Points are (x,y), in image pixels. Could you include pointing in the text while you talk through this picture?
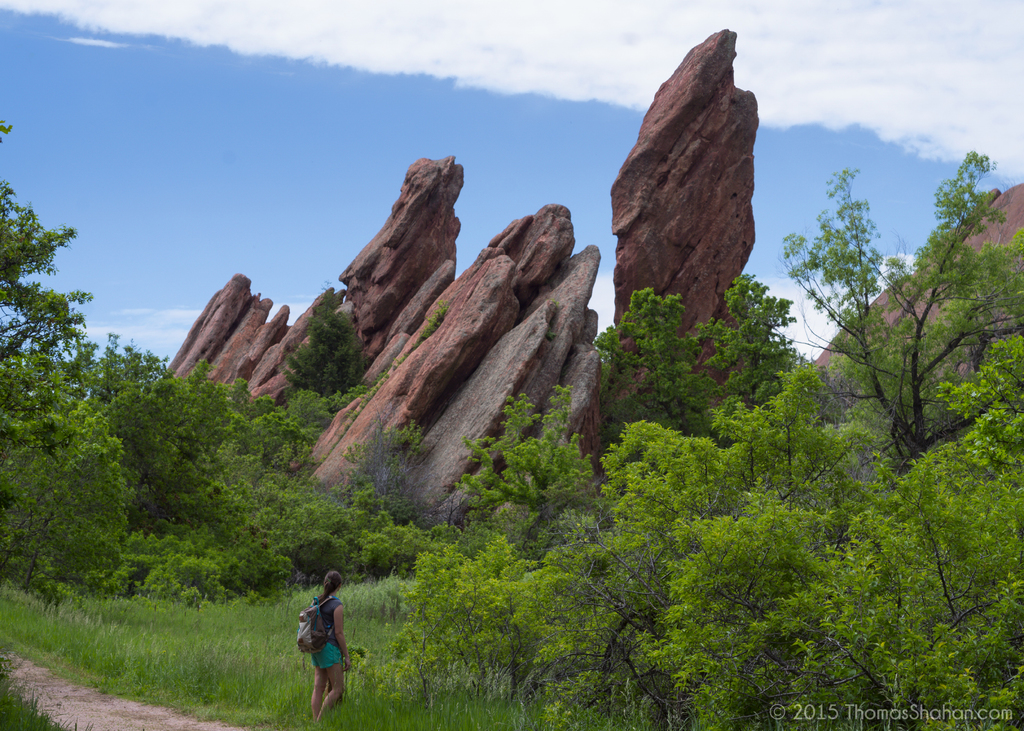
In this image we can see rocks (559,235), trees (518,531), person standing on the grass (291,621) and sky (615,165) with clouds (922,102).
